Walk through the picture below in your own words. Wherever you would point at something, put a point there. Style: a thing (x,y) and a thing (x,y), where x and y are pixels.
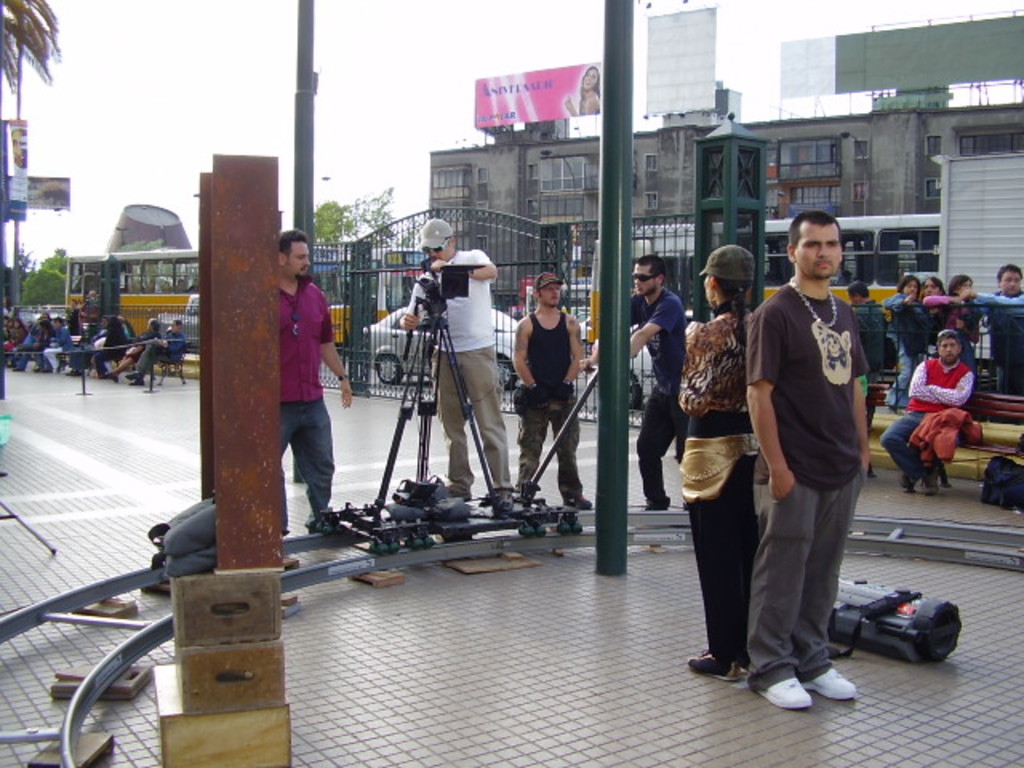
In the image there are few persons (767,419) standing around a camera track (1010,534), in the back (953,399) there are many people (939,414) standing and sitting behind the fence (864,308) and over the background (477,196) there are buildings (888,161) with vehicles (942,270) going in front of it on the road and above its sky (231,47).
